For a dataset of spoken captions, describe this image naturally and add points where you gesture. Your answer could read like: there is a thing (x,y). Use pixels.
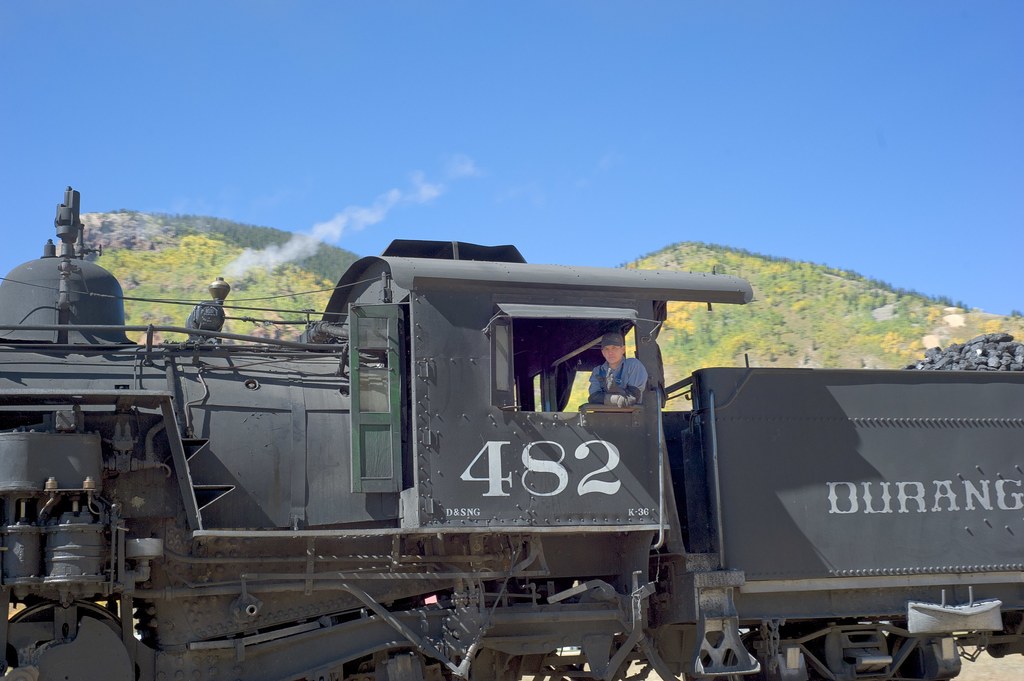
In the foreground of the picture (501,307) we can see a train (372,314), in the train (225,356) we can see coal (961,365) and a person (623,377). In the background (149,272) there are hills (825,292). At the top (475,53) there is sky (347,97).
